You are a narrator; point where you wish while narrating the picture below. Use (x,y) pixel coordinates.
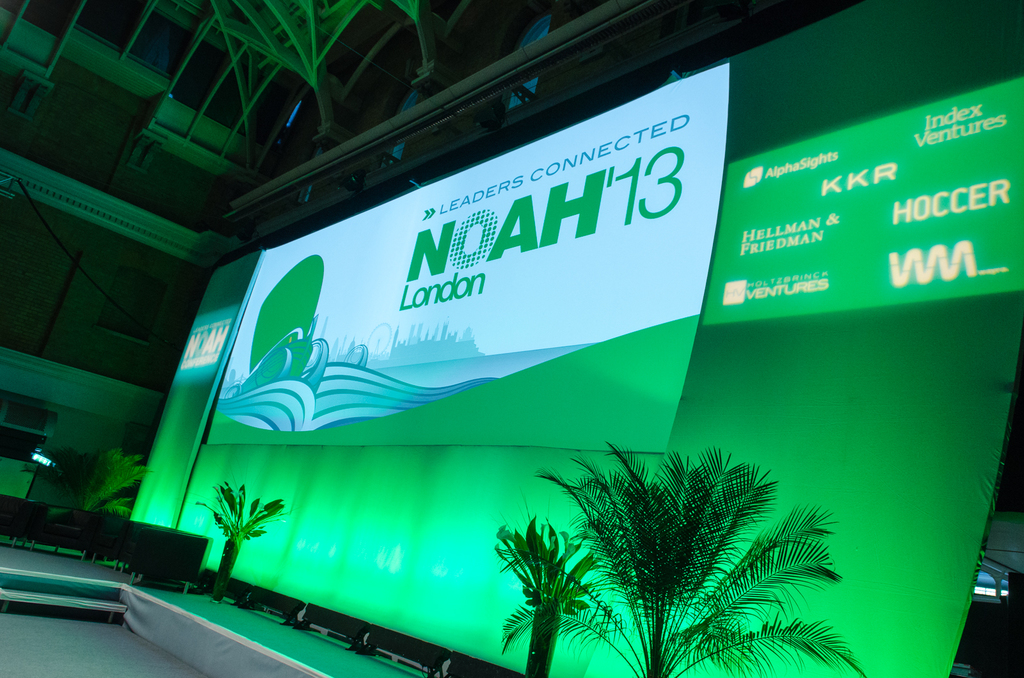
In this picture I can see a inner view of a building (19,135) and I can see few plants (583,625) and a screen (426,362) for an advertisement display of some text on the side.
